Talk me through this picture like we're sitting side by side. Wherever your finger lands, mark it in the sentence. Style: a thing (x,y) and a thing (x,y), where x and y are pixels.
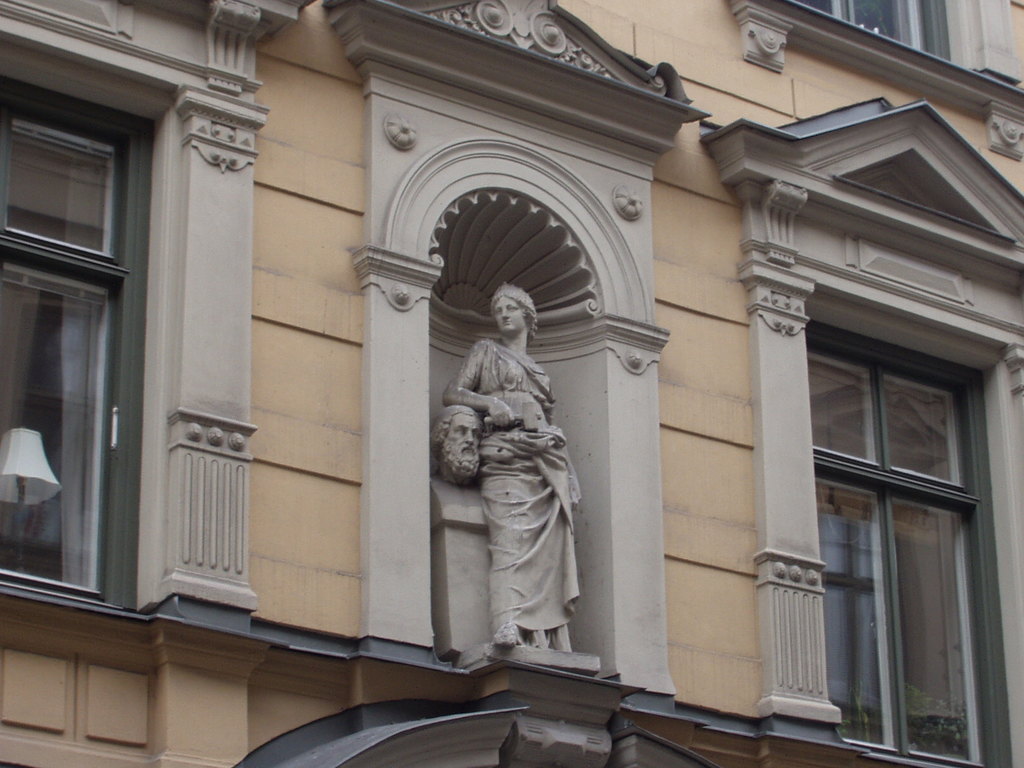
In this image there is a building (424,669) with sculpture (555,566) in the middle (499,372) and glass windows (55,145) beside that.
